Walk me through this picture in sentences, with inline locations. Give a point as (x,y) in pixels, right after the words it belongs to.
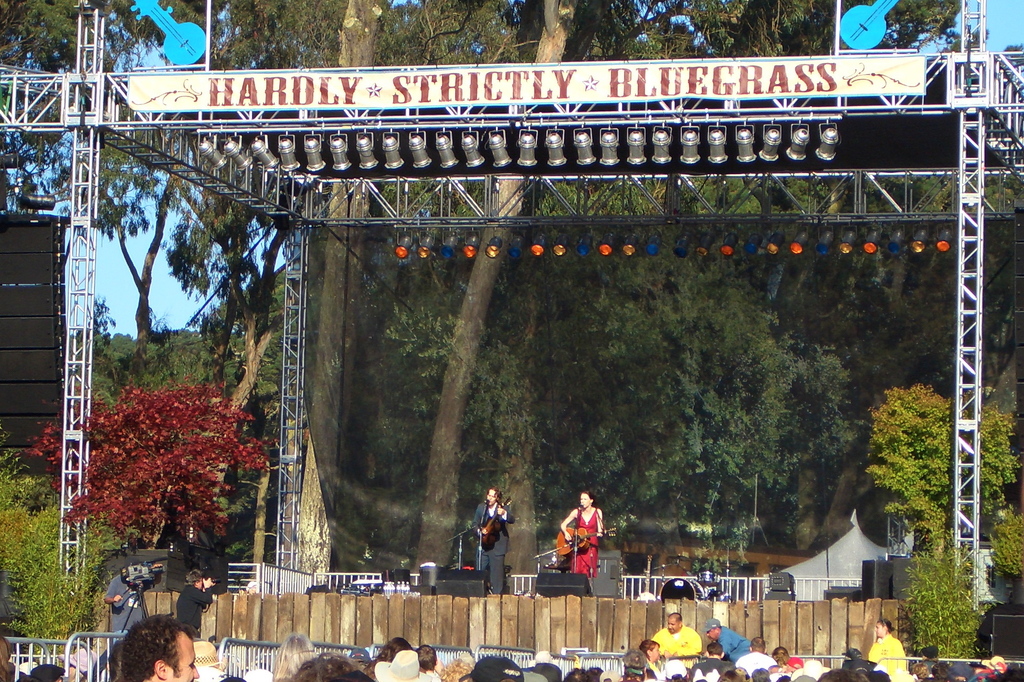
This image is taken outdoors. In the background (213,272) there are many trees (854,351) and plants (150,396). At the bottom of the image (340,657) there are a few people (730,643) and there are a few railings (255,648). In the middle of the image (508,428) there is a fence (431,620) and there is a stage (570,593). Two men (125,611) are standing on the ground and clicking pictures with cameras (141,573). A man (490,560) and a woman (587,557) are standing on the stage (555,577) and playing music with guitars (489,540). There are two mics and there are a few speaker boxes (479,573) and lights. There is a board (356,79) with a text (668,82) on it and there are a few metal rods (314,199).
